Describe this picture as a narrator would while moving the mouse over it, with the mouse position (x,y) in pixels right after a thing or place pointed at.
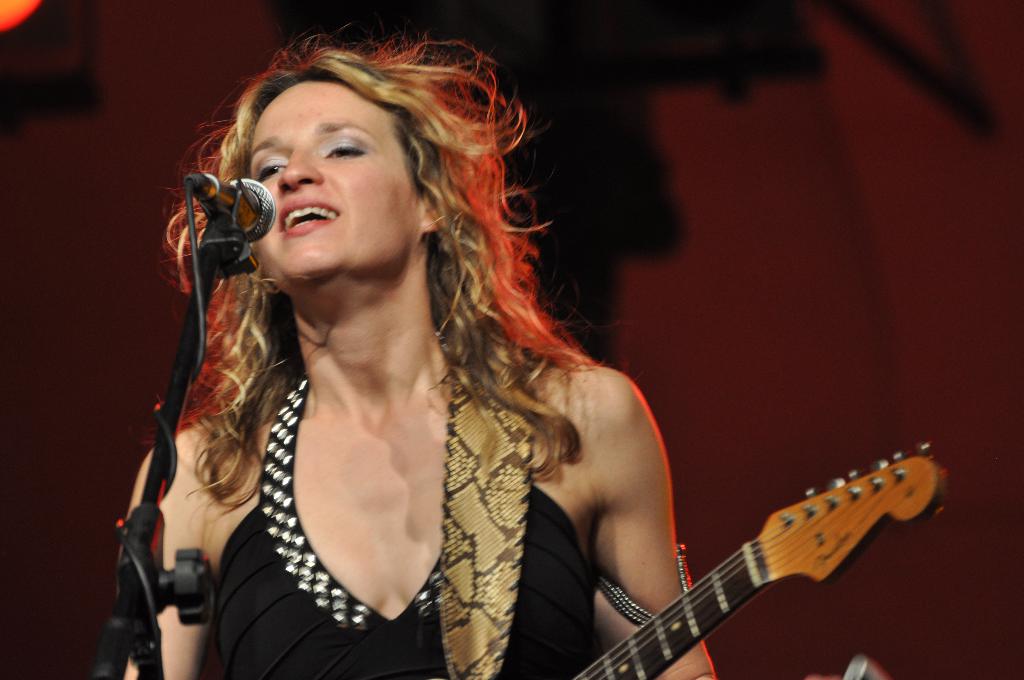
In this picture we can see a woman (321,360), in front of mike (238,223) and singing and we can see a guitar (762,580). Her hair (485,144) colour is light brown. She is wearing a black colour dress (358,636).
